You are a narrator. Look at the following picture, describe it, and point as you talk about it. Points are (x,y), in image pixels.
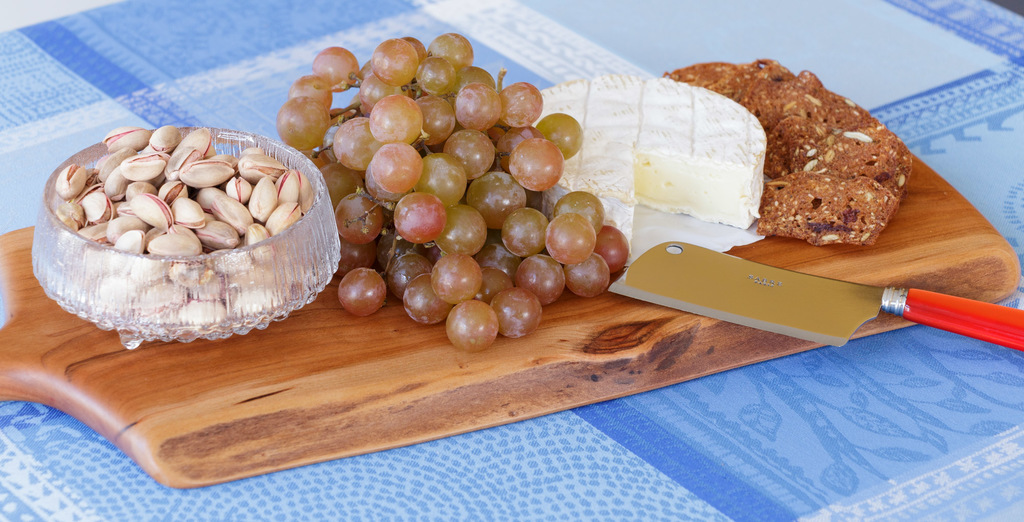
Here in this picture we can see a table (189,48), on which we can see a chopping board (8,269) present and on that chopping board (381,325) we can see a bowl (233,292) of pistachios (155,169) and beside that we can see grapes (338,139) and we can see cheese (639,159) and crackers (792,158) present on it over there and we can also see a knife (659,274) present on it over there.
